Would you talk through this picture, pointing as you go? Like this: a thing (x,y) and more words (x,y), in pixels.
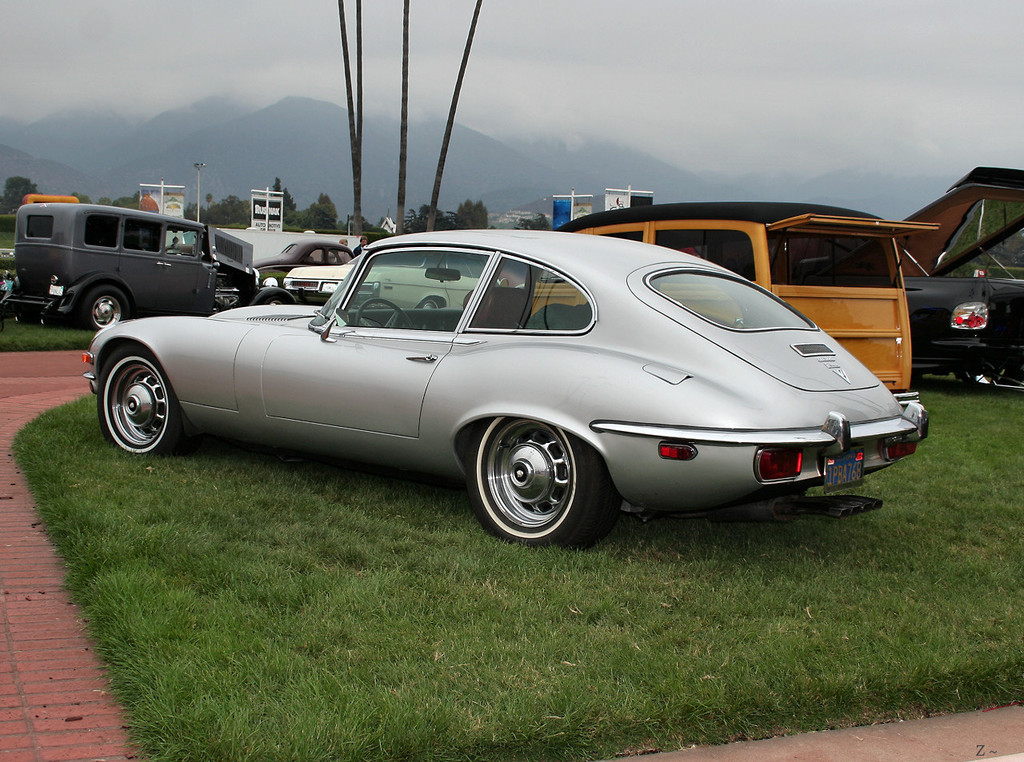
In this image I can see few vehicles (403,406). In front (412,392) the vehicle (378,437) is in silver color, background (106,187) I can see trees (422,219) in green color, a light pole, mountains (249,145) and the sky (728,88) is in white color.
